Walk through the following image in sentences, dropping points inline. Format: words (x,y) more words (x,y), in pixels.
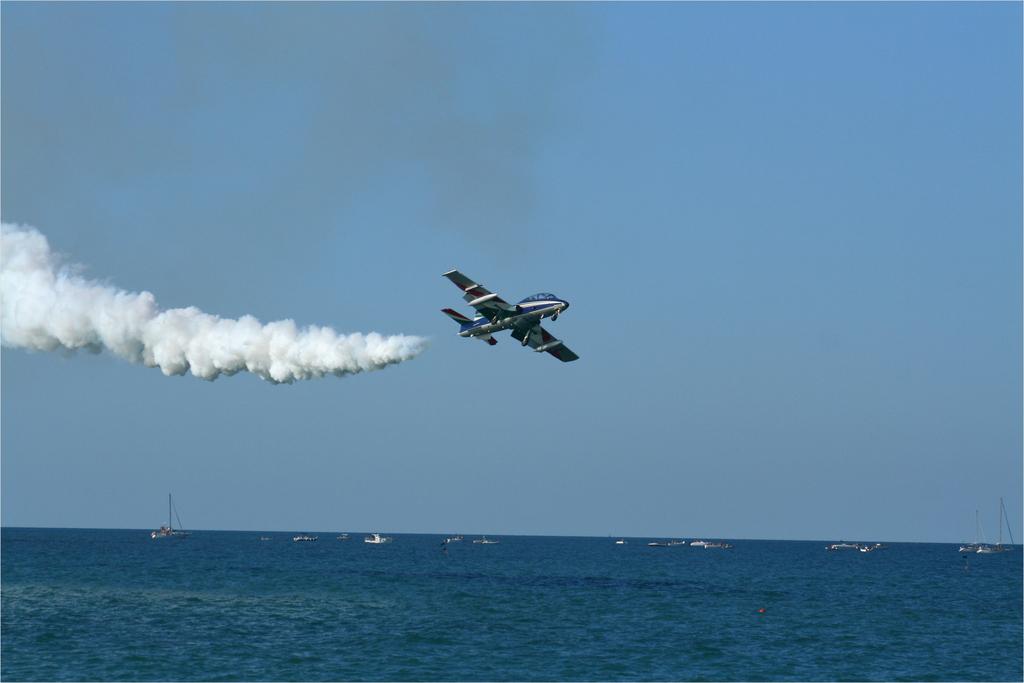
In this picture I can see the water (356,539) in front and I can see few boats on the water (566,551) and in the background (198,90) I can see the sky (967,366). In the middle of this picture (486,292) I can see an aircraft (444,310) and behind it, I can see the smoke (171,343).
